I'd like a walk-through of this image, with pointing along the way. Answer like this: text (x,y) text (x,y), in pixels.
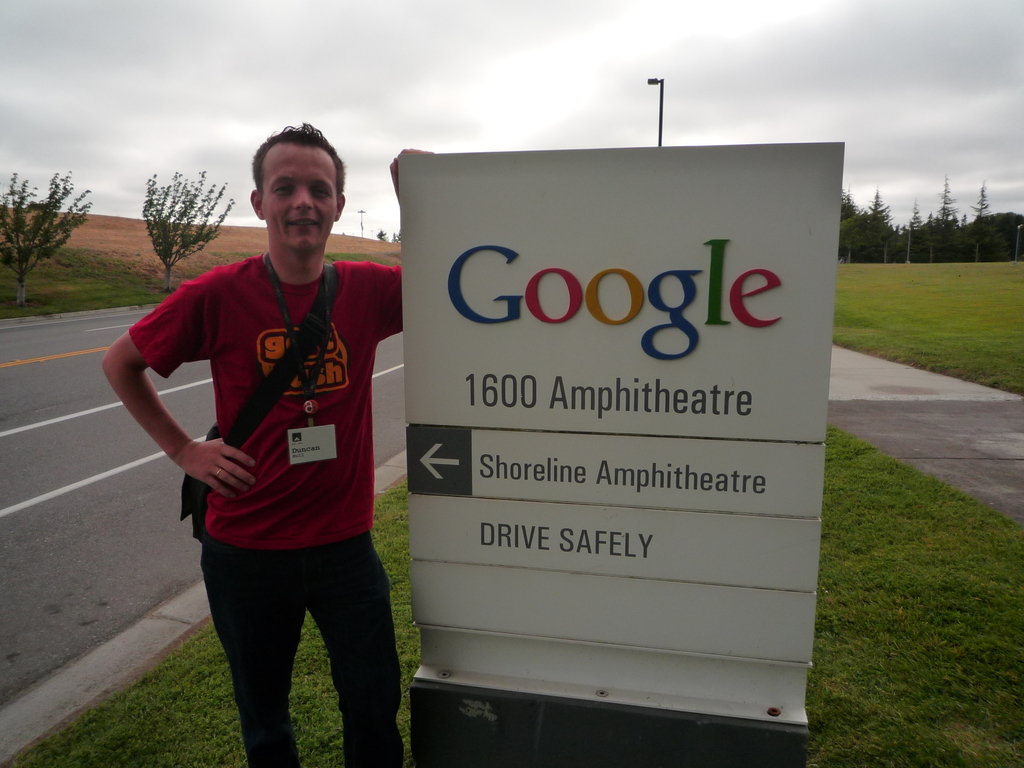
this picture there is a Google poster (630,391) in the center of the image (557,444) and there is a boy (174,303) who is standing on the left side of the image (321,236), there is a pole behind the poster (742,235) and there is greenery (46,265) in the image.
